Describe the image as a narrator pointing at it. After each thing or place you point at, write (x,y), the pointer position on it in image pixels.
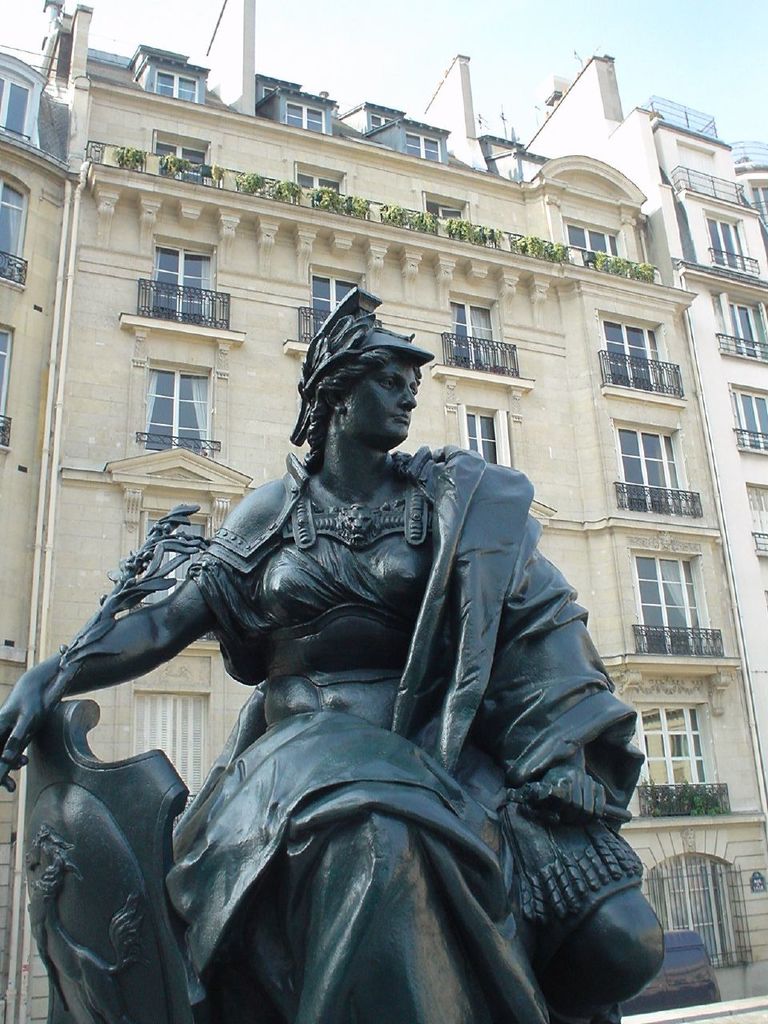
In the picture we can see a sculpture of a person (595,907) which is black in color and behind it, we can see a building (123,250) with many windows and to it we can see railings (669,799) and on the top of the building (633,188) we can see a part of the sky (536,76).
